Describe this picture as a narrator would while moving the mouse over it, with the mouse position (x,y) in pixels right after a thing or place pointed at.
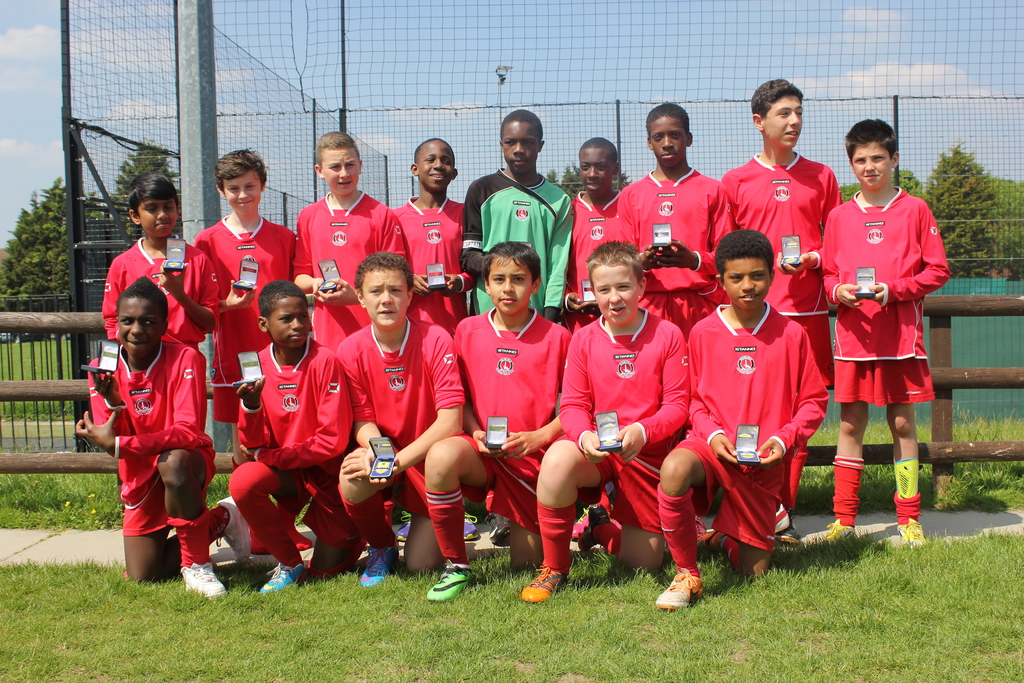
In this image, we can see some trees (966,213) and grass (168,635). There are some kids (656,457) in the middle of the image (609,330) wearing clothes (542,326) and holding objects (747,429) with their hands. There are poles (209,96) in the top left of the image (193,70). There is a mesh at the top of the image (440,98).
